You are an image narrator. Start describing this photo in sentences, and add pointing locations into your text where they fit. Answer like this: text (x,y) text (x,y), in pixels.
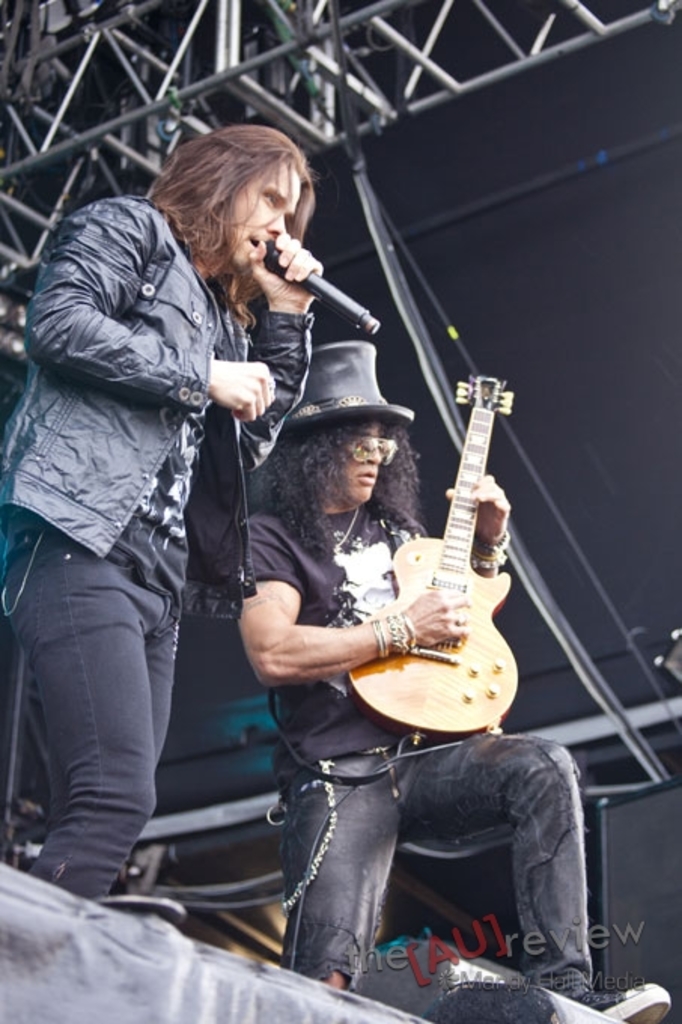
Image i can see two persons (227,483) standing, the person (307,323) here is singing by holding micro phone (282,274), the person (503,535) here is playing a guitar (479,657).
